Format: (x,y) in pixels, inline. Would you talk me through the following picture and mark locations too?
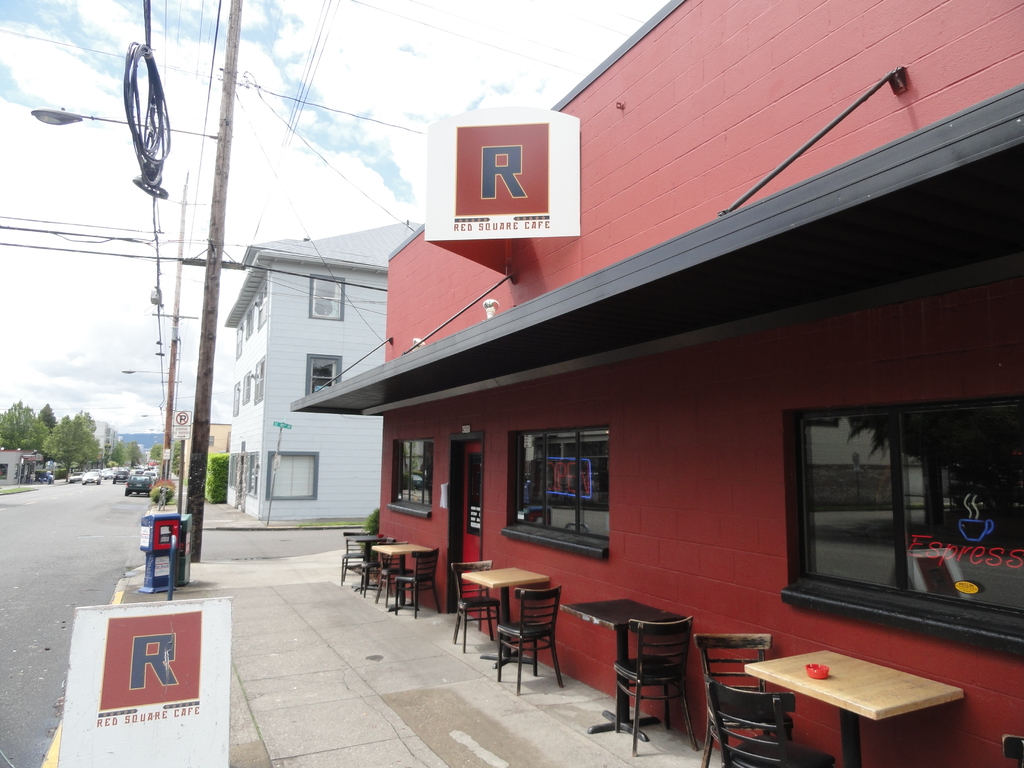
In this image I can see a road (3,528), on the road (36,515) there are vehicles (127,469), beside the road (50,494) there are some trees (36,442) visible and in front of house (407,529) there are some chairs (707,650) and table (851,710) kept on floor (583,734) and there is a pole (225,215) and power line cable (212,65) visible in front of floor (498,749) at the top (307,21) there is the sky (570,22).
